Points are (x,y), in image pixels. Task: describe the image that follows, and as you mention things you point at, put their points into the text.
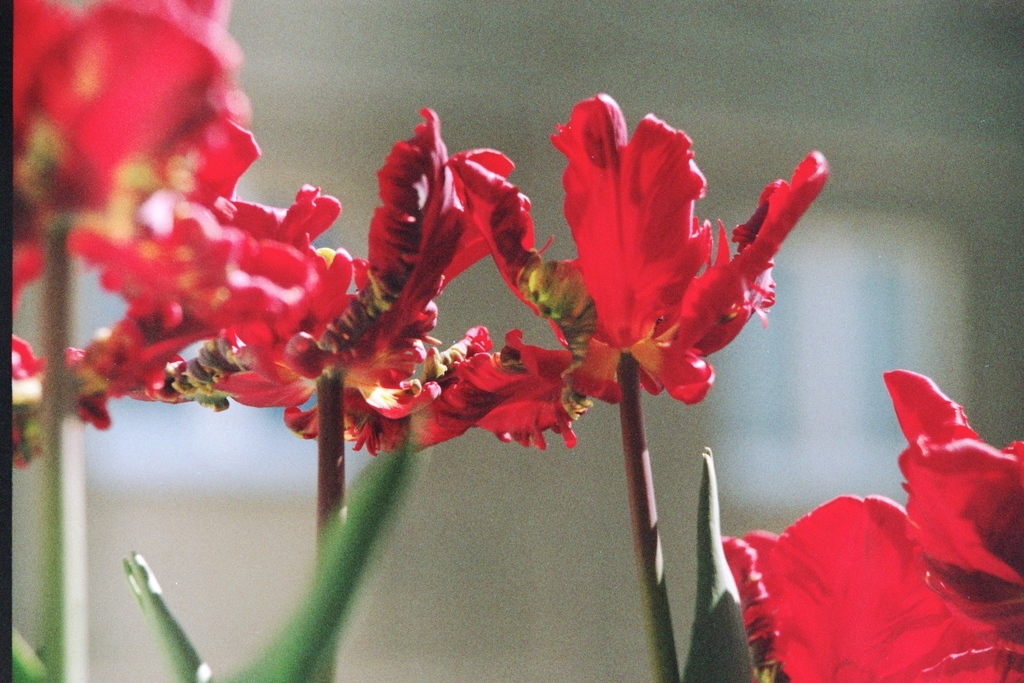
In this image there are flowers (370,259) to the stems (42,659). At the bottom (282,637) there are leaves (705,580). The background (439,19) is blurry.
